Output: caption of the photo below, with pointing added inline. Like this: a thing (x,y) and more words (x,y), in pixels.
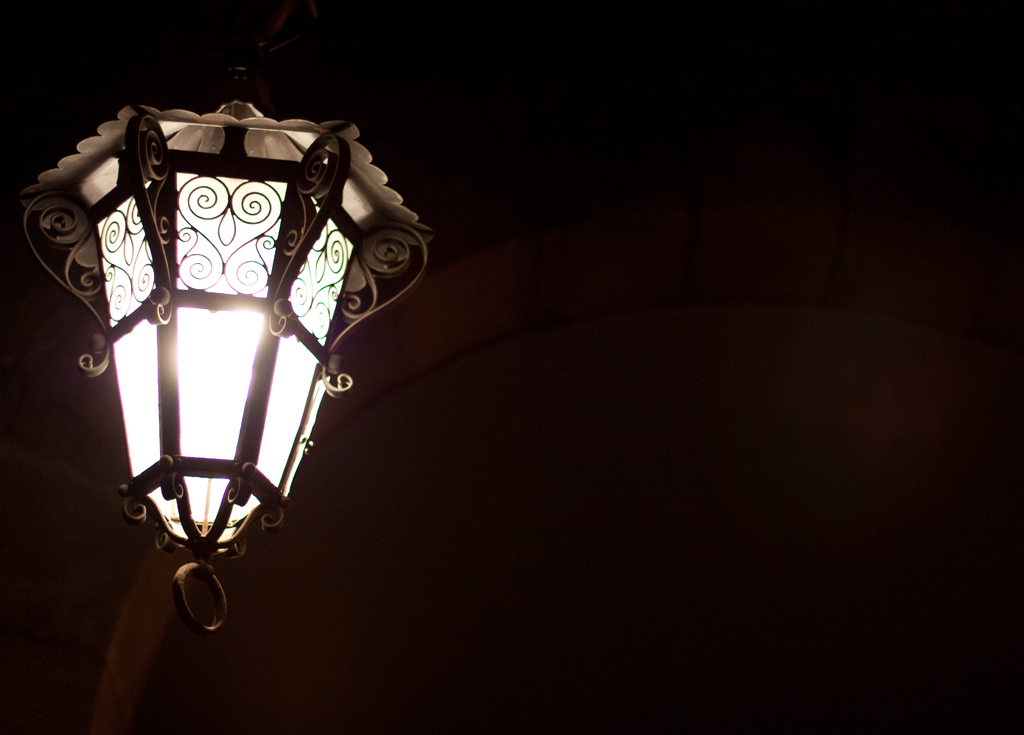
In this image on the left side (119,380) there is one light (327,351), and in the background (712,432) there is wall (513,423).
